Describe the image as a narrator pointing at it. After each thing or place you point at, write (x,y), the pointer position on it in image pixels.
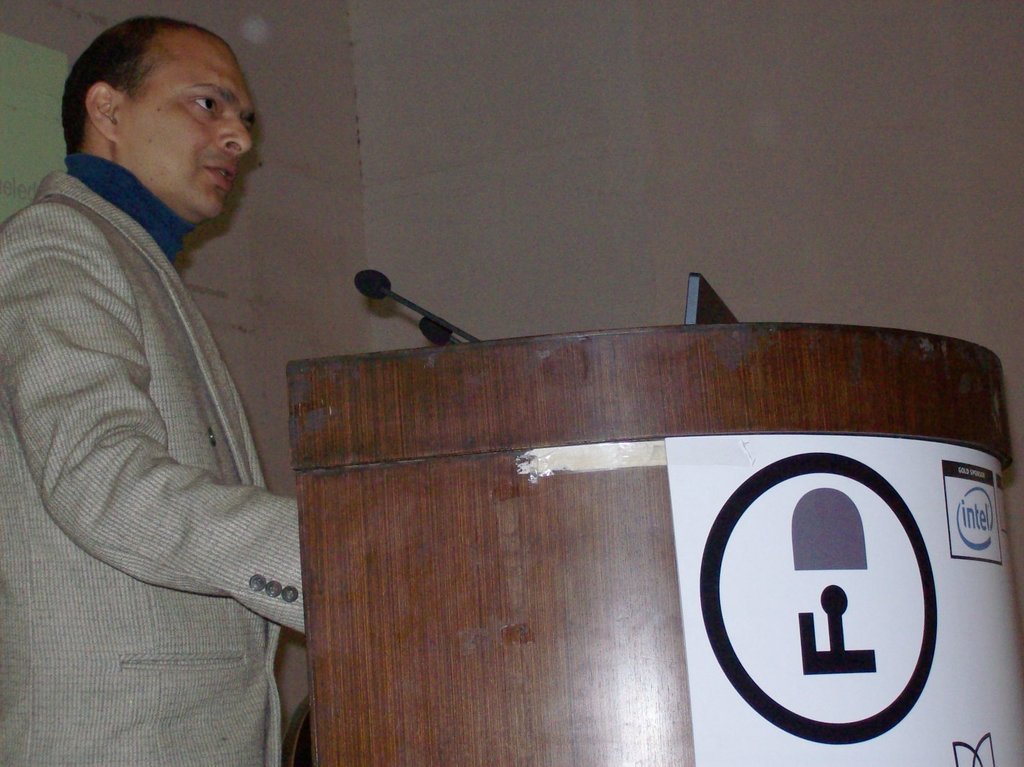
On the left side of the image (89,269) there is a person (71,276) standing at the desk (501,494). In the background (624,170) there is a wall (478,182).
